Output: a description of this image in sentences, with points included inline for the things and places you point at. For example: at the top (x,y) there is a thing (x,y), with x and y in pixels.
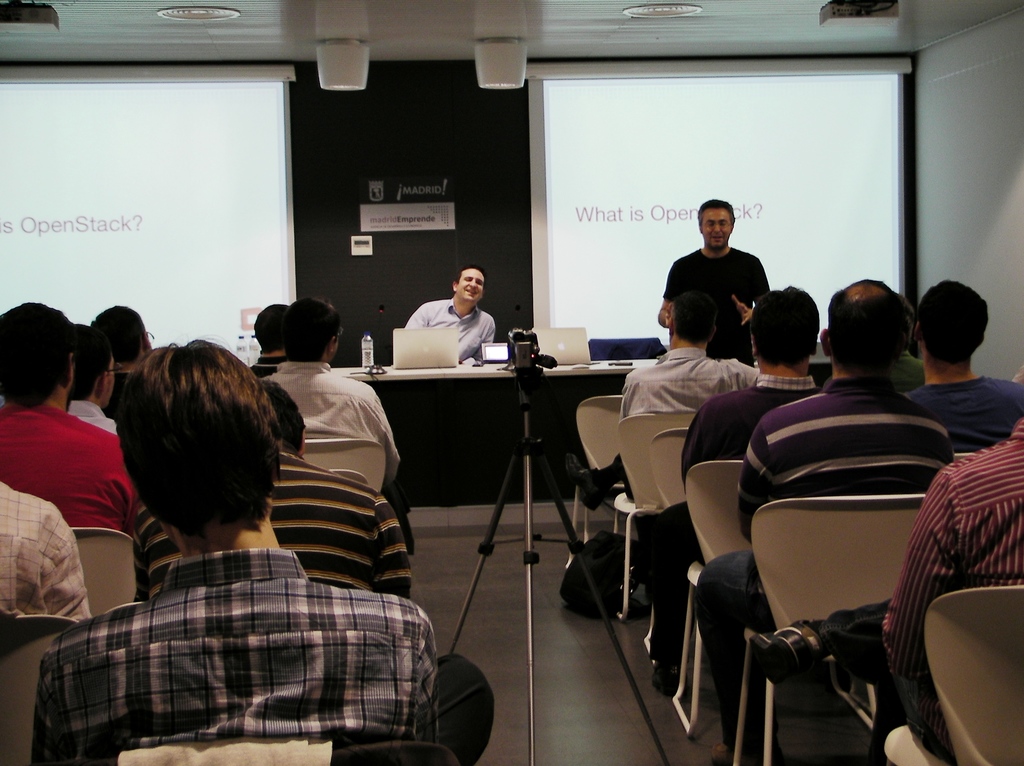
As we can see in the image there is a screen (167,238), few people (705,391) sitting on chairs (583,428), camera (536,354) and table (429,394). On table (474,369) there are laptops (432,351) and bottle (365,366).
